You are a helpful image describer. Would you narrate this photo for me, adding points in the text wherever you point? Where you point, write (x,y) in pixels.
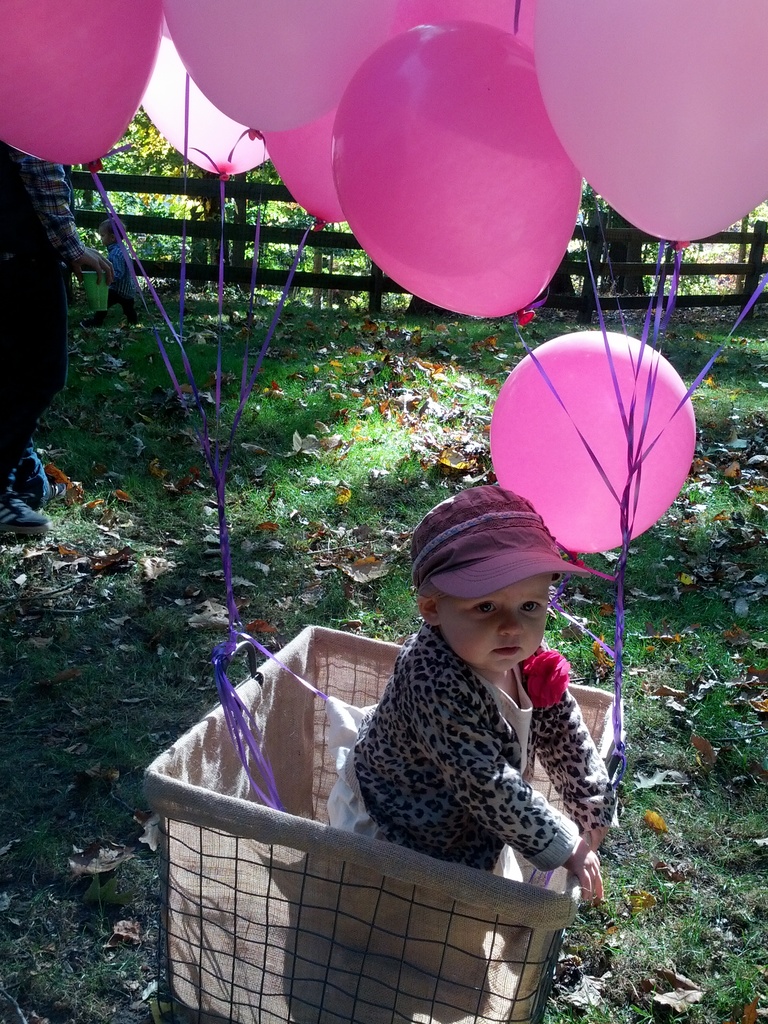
In this image we can see a child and a man (57,299) standing on the ground (112,323), a child (437,612) sitting in the mesh basket (355,861) whose hooks (236,650) are holding bunch of balloons (418,88), wooden fence (135,225), shredded leaves (411,364) and plants (290,260).
